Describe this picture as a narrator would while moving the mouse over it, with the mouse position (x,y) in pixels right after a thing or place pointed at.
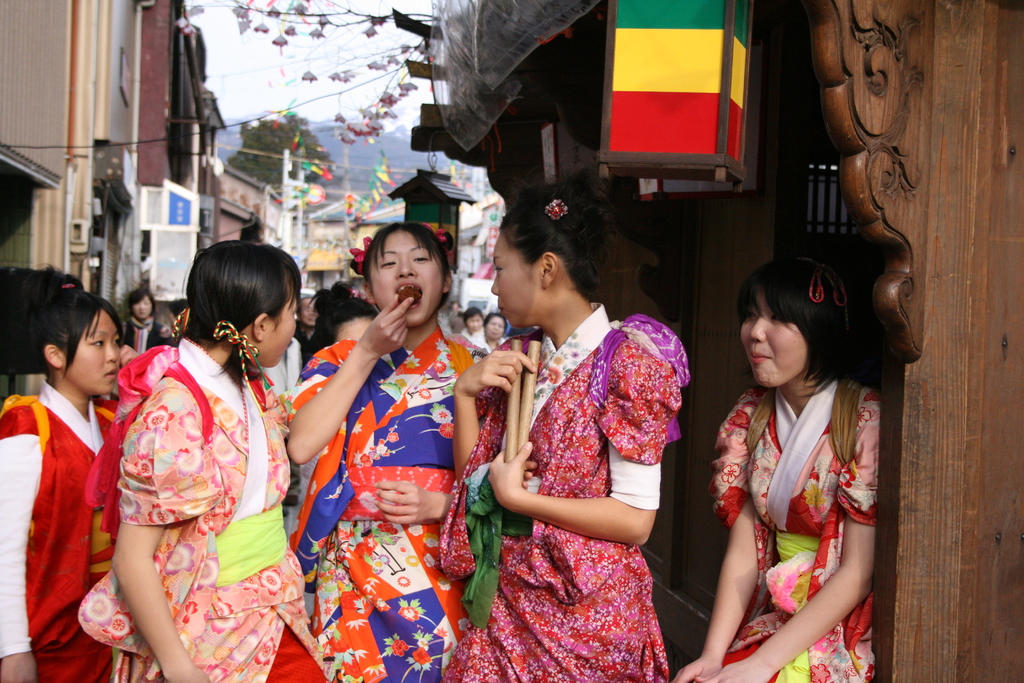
In the foreground of the picture (359,416) we can see a group of women (434,434) standing, they are in traditional costumes (225,462). Towards right (802,182) there is a wooden construction (762,125) and there are wooden objects (621,155). In the background (81,152) there are houses (118,170), ribbons (385,195), trees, flowers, people (330,296) and various objects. At the top (299,48) it is sky (292,65).
